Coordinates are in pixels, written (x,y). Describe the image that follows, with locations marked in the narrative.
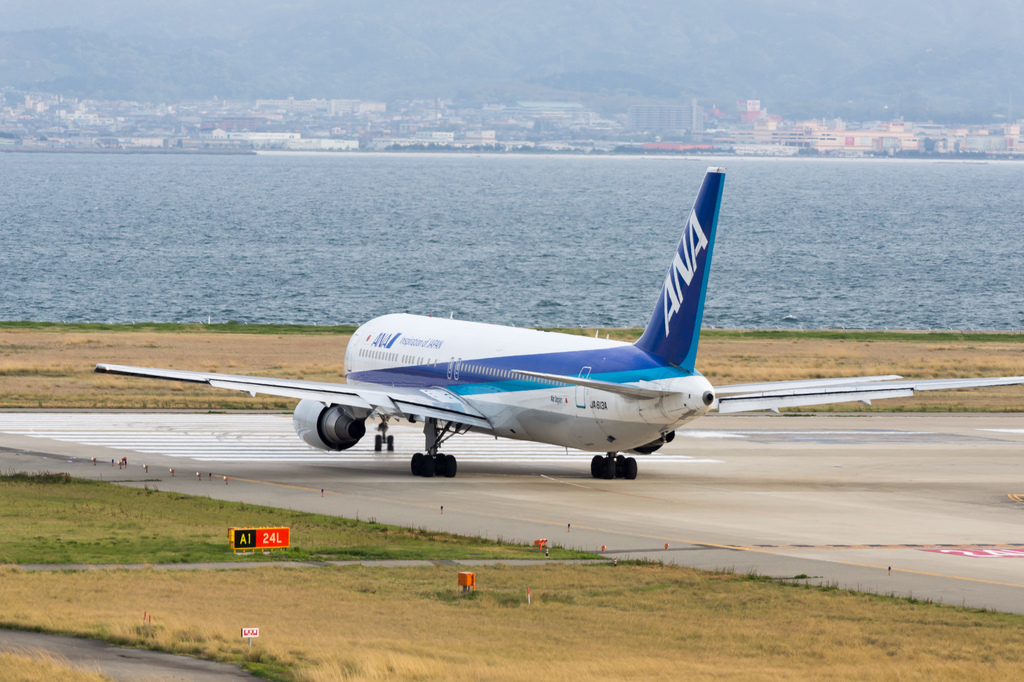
This is an outside view. In the middle of this image (572,406) there is an aeroplane (507,392) on the ground (438,487). At the bottom (467,623), I can see the grass (50,524). In the background (333,197), I can see the water (275,271). At the top of the image (464,61) there are many trees (528,60) and buildings (314,122).
